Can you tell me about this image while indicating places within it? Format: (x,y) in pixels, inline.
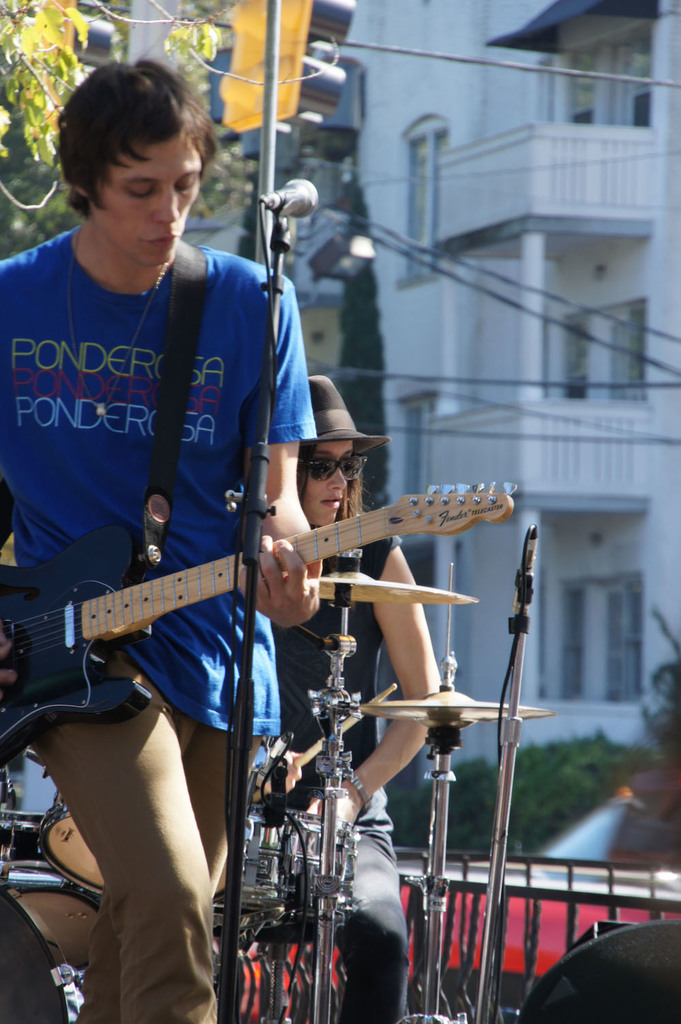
In this image there is a person (269,568) wearing blue color dress (211,525) playing guitar (228,579) and at the background of the image (355,479) there is a woman (364,855) also playing musical instruments (366,590) and there are buildings (495,155) and trees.
